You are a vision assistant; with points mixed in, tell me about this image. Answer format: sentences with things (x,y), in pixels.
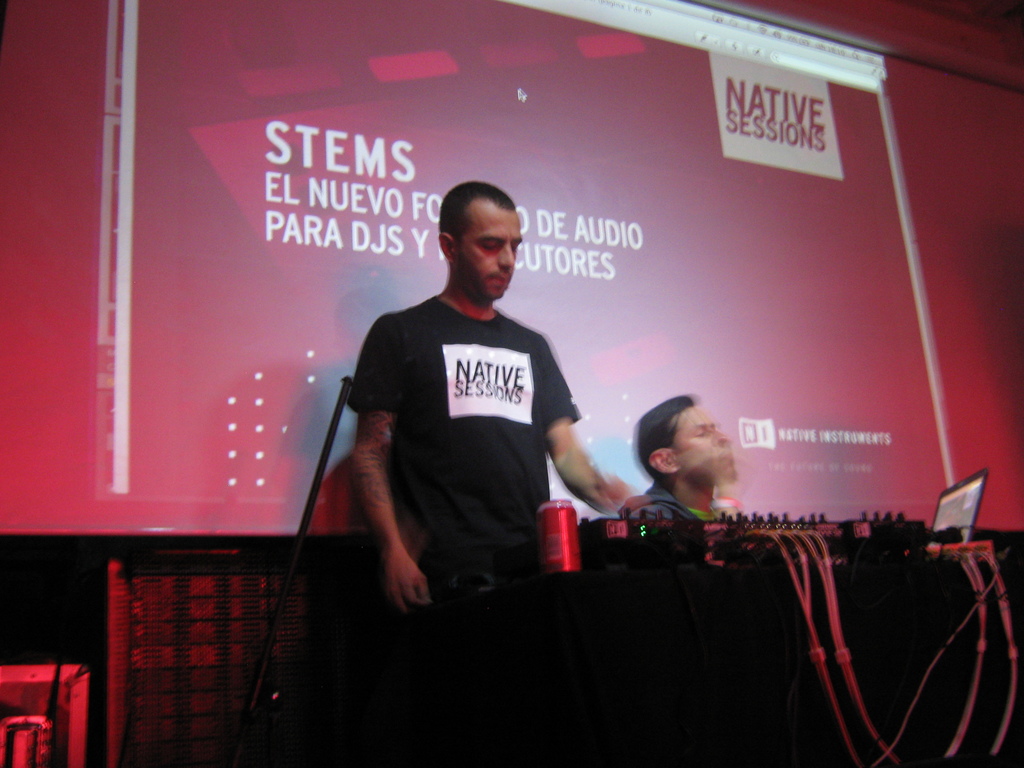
In this image we can see a person (453,467) standing. Near to him there is a mic stand (348,378). Also there is a table (625,574) with black cloth (652,592). On that there is a can (566,550), laptop (975,510) and electronic equipment (790,543). In the back (449,185) there is a screen (417,205) with something written. Also we can see a person face (682,469).
